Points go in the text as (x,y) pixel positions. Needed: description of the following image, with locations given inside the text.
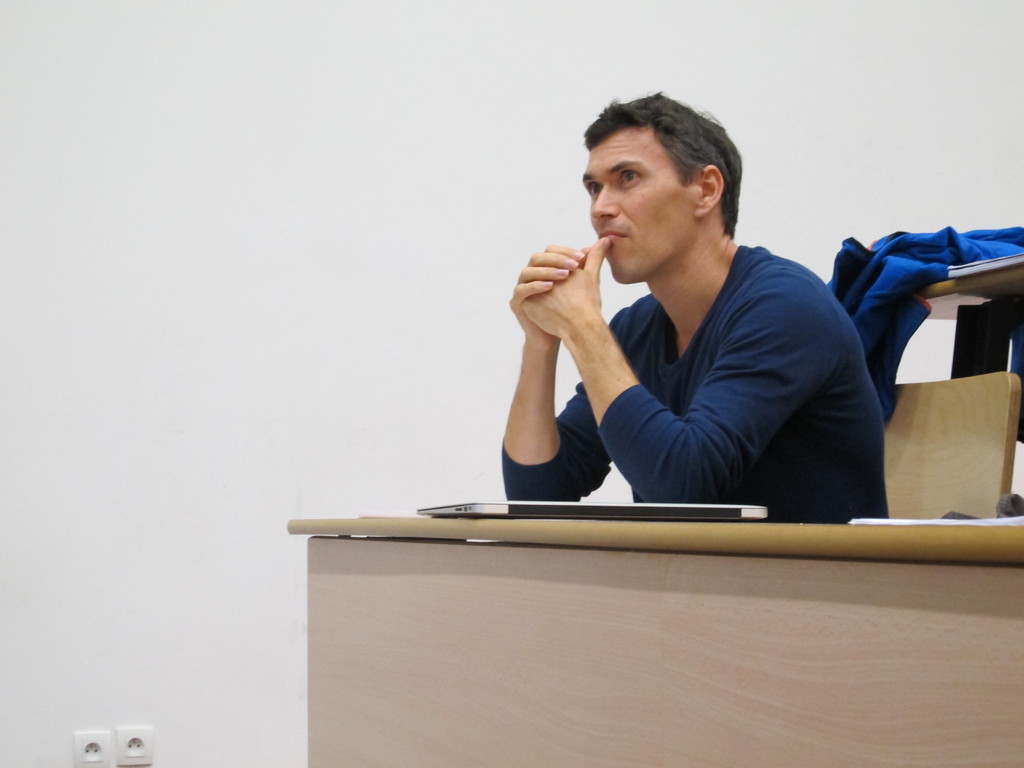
In this picture we can see a man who is sitting on the chair (945,438). This is table (708,670). On the table (644,546) there is a laptop (659,514). And this is wall (281,244).
